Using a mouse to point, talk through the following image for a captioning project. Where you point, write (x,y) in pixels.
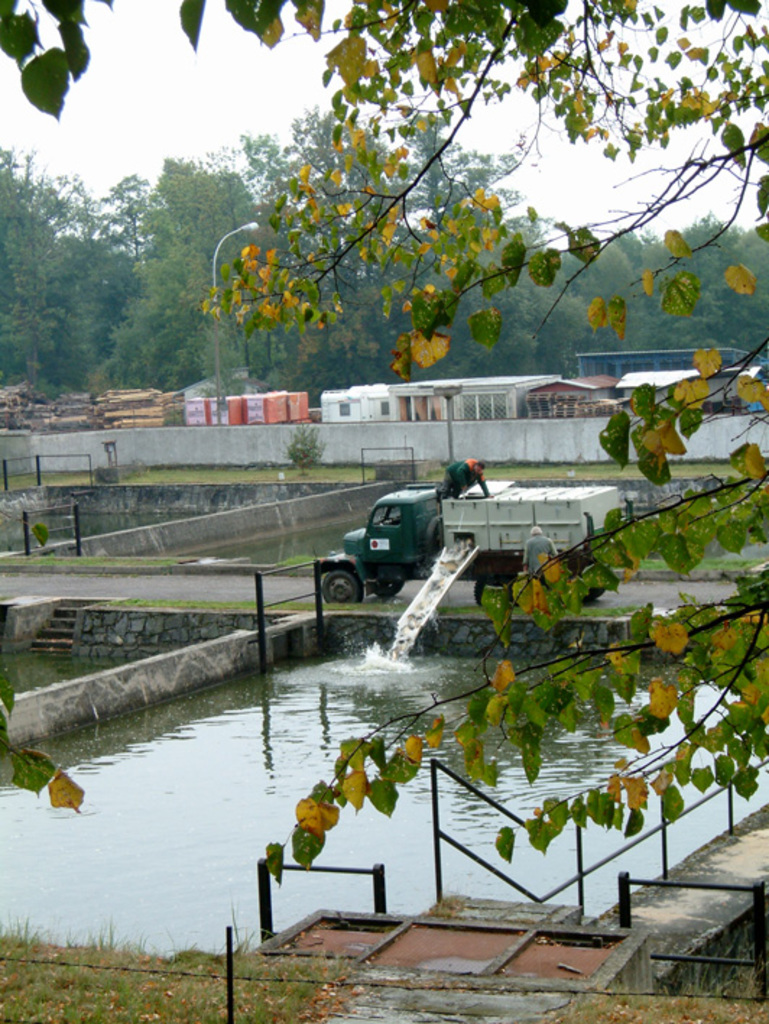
In this image we can see water (307,668). There is a vehicle (458,536) and two persons (456,479). In the back (168,443) there are walls (319,492). Also there are steps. And we can see branches (638,145) of trees (626,699). In the background (161,294) there are trees (370,276). Also there is sky (130,137). And there are buildings (592,393).
